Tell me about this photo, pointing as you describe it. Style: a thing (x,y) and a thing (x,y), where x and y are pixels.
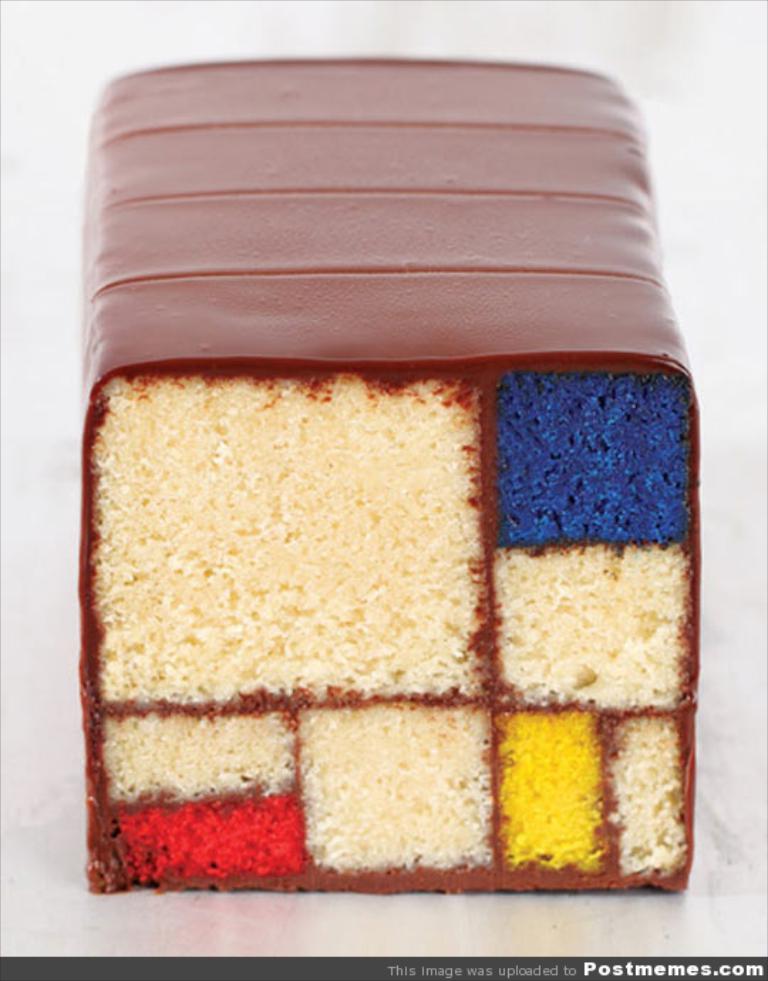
In this image we can see some food (409,418). There is some text (478,969) at the bottom of the image (484,968). There is a white color background in the image.
